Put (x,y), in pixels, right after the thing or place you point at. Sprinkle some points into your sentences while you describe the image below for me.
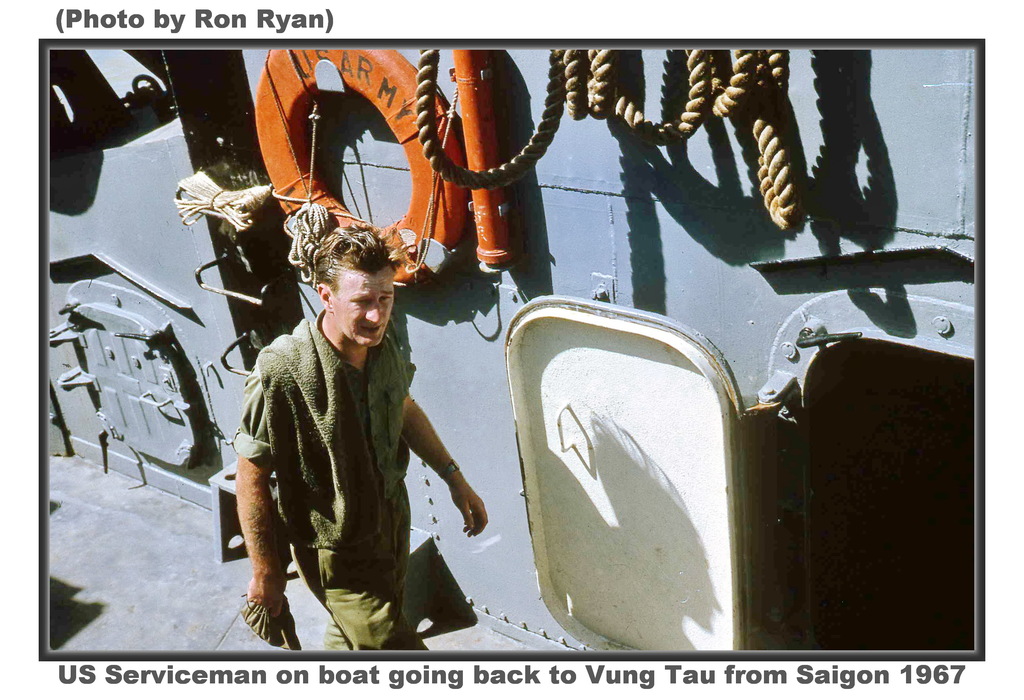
In this image I can see a person (386,440) wearing green color dress (372,549) and walking. Back I can see a rope (429,137), door (702,546), orange color object (461,225) is on the grey surface (618,231).
